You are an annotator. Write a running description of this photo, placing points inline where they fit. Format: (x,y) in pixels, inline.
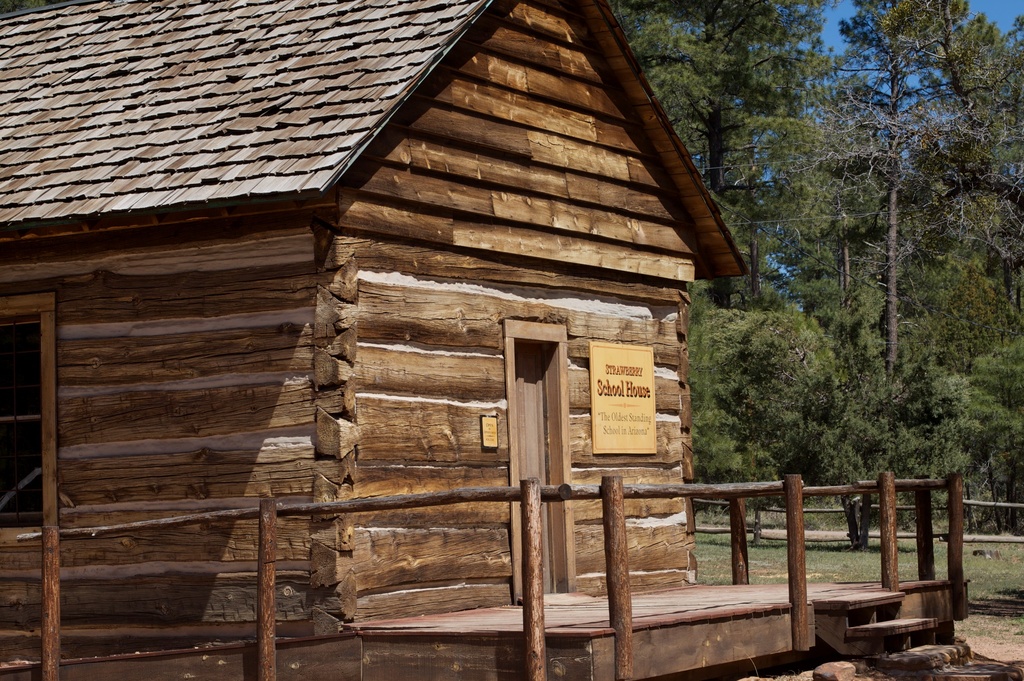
In this picture I can observe a wooden house (407,356). There is a wooden railing (337,505) in front of this house (552,509). In the background (809,317) there are trees (845,235) and a sky (826,30).
